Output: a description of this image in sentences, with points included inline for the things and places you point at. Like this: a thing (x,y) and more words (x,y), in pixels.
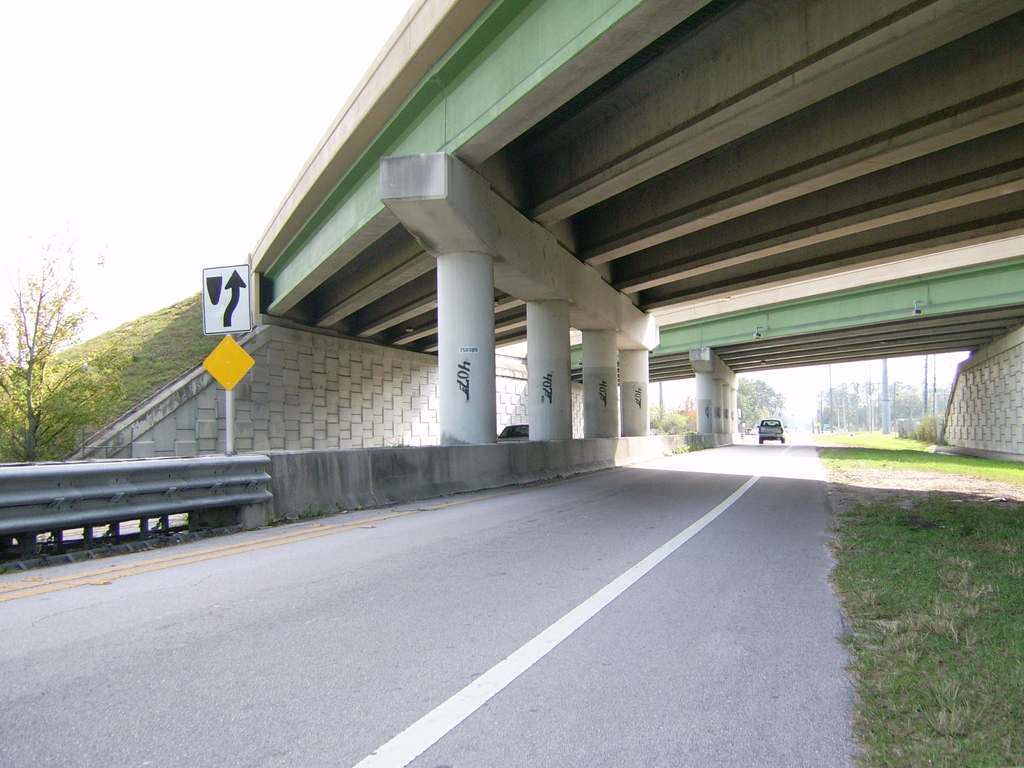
In the picture we can see two flyovers (594,231) with four pillars (718,377) to each fly over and under it we can see a road (729,453) and in the middle of the road (810,442) we can see a sign board (219,293) to the pole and beside the road (806,436) we can see a grass surface (851,434) and far away from the road (797,450) we can see some vehicle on the road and behind it we can see some trees (775,400).
